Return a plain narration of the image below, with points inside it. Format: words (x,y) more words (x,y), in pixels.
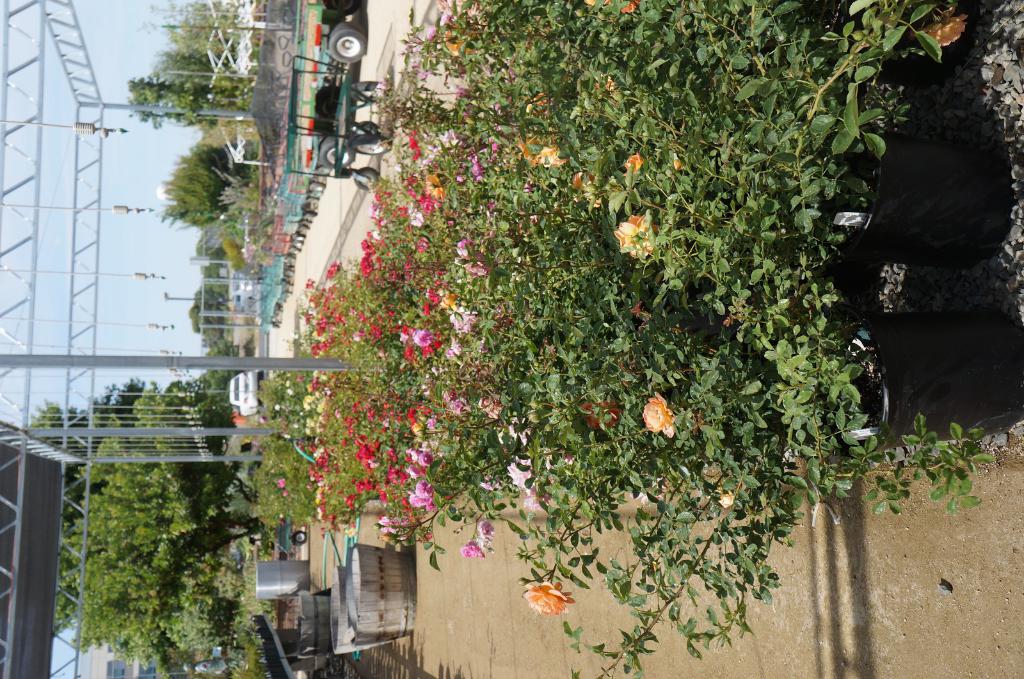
In this image I see number of plants (600,255) on which there are flowers (354,308) which are colorful and I see the path (438,590). In the background (332,123) I see a cart (314,145) over here and I see a vehicle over here and I see few things (333,585) over here and I see the rods (75,61) on which there is something hanging and I see number of trees (175,489) and I see the clear sky (132,256).
